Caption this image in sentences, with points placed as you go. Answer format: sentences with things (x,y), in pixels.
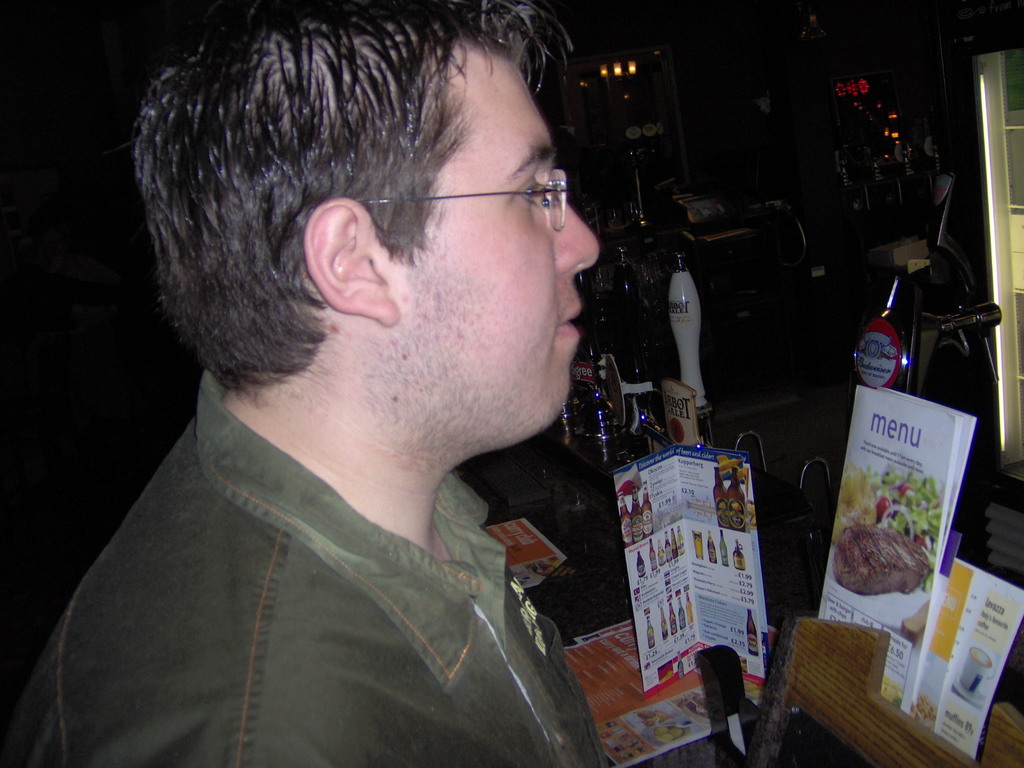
In this image we can see a person (496,309) standing. There is a table (503,521) behind him which contains some bottles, papers (696,536), books (718,581) and a stand (793,641). On the backside (659,63) we can see some lights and the wall (735,143).
